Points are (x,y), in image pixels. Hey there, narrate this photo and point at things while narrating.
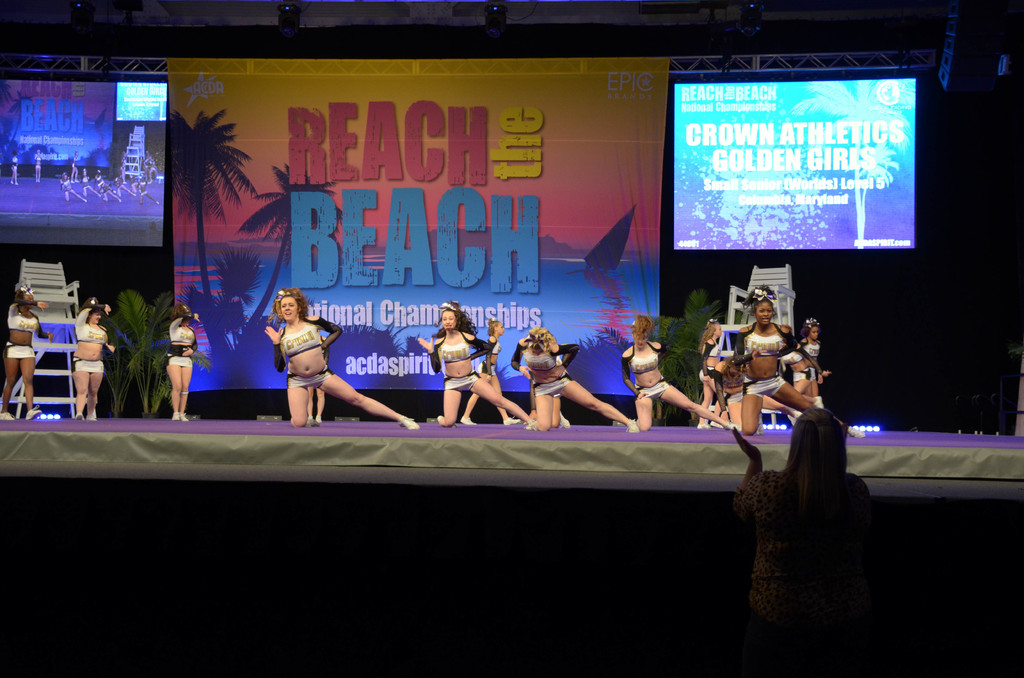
In this picture I can see few people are dancing on the stage (392,448), behind there are some screens (100,136) on the board (345,220) also I can see the poster (337,220) with some text (366,207) and there are some potted plants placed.
